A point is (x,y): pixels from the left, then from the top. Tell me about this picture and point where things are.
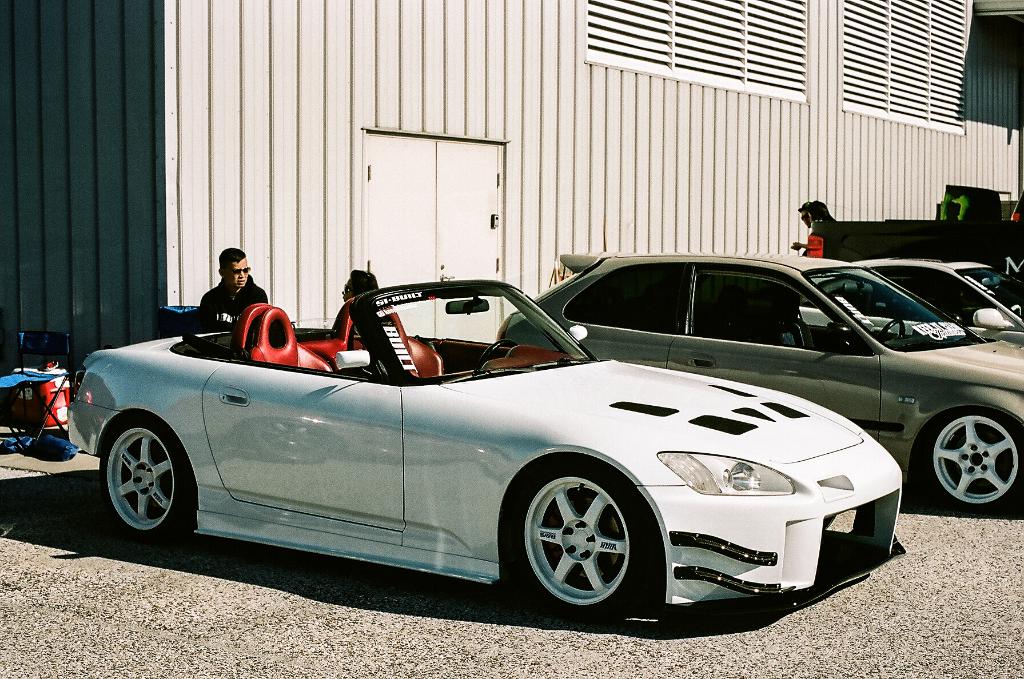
In this picture I can see few cars (558,461) and I can see building (559,170) and I can see a man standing and looks like couple of them (233,319) are sitting on the chairs (178,318) and another empty chair (27,386) on the left side of the picture (15,378).
